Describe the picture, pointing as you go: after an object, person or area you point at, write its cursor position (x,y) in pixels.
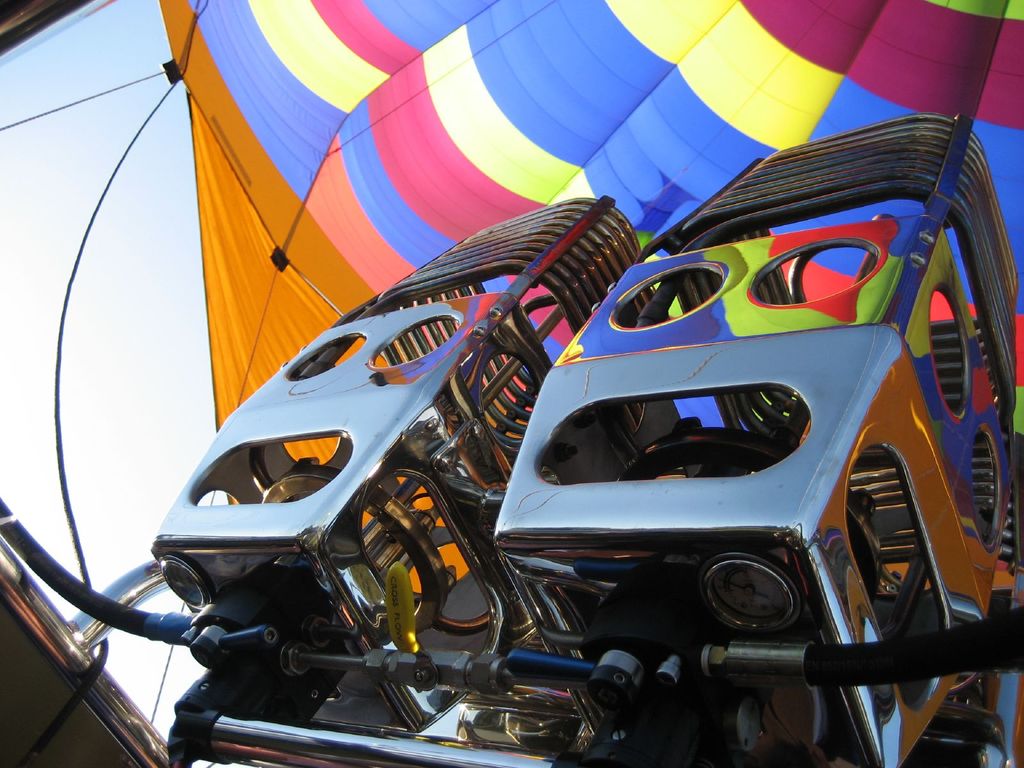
In this picture we can see few metal objects (575,544) and an air balloon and in the background (109,395) we can see the sky (98,404).
